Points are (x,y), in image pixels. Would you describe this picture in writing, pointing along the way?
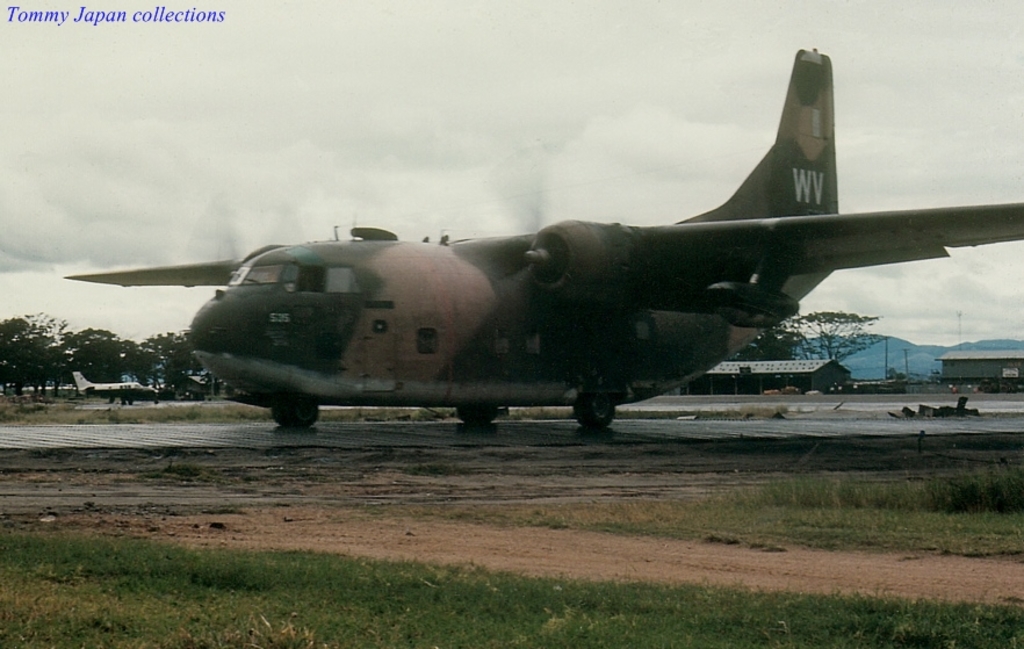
In the center of the image (470,346) there is an aeroplane (485,341) on the runway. At the bottom of the image (344,463) we can see grass (484,577) and ground (584,569). In the background (125,384) there is an aeroplane (129,397), buildings (828,384), hills (893,368), poles (961,346) and sky (638,157).
